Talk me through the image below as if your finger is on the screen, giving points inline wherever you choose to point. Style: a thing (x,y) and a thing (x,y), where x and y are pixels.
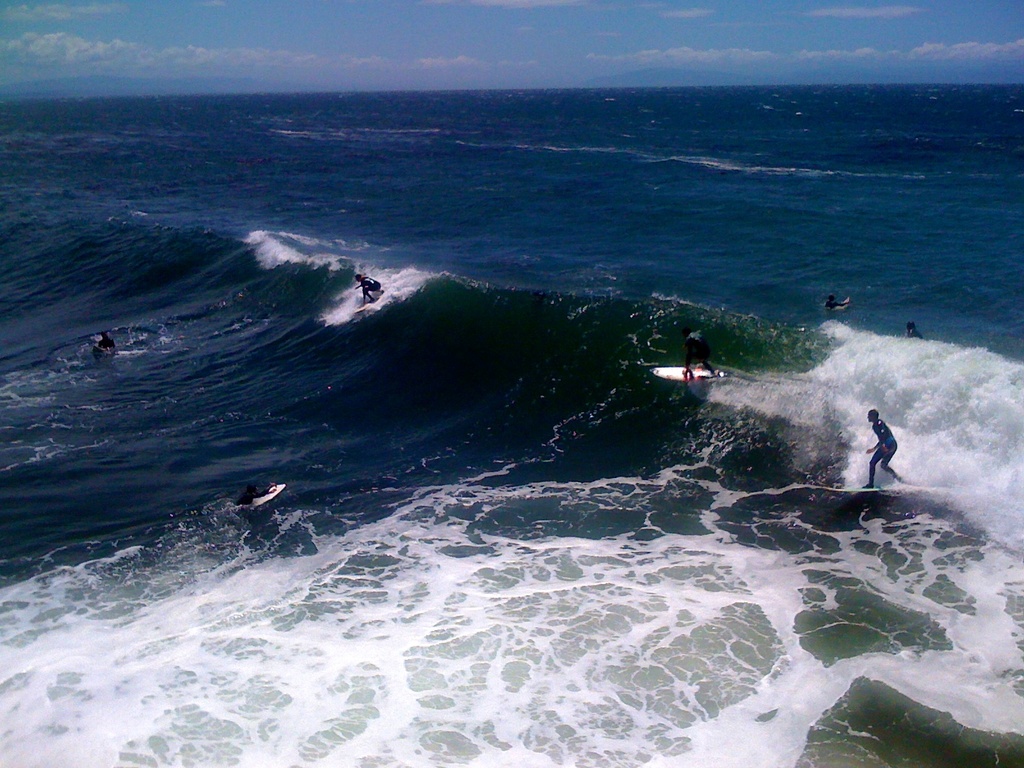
In this picture we can see people (373,285) surfing with the surfboards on the water (678,437). At the top of the image (298,32), there is the sky (515,48).
